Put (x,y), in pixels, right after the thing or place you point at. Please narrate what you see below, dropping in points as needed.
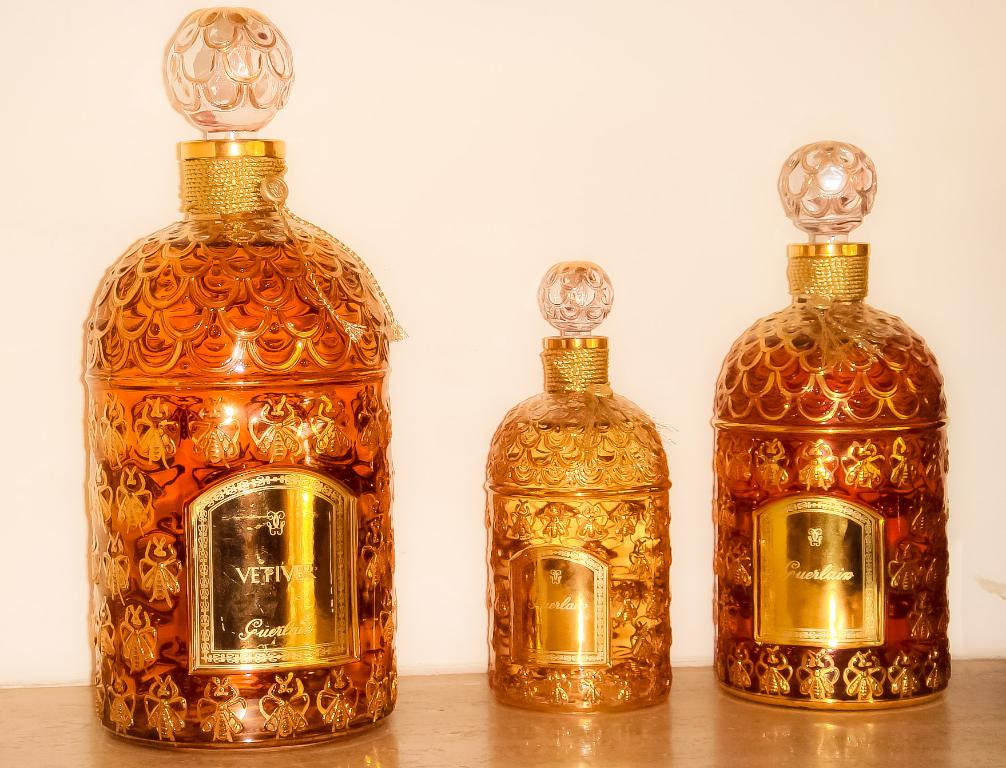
In this image we can see three perfume bottles (533,512) placed on the surface (465,692).
